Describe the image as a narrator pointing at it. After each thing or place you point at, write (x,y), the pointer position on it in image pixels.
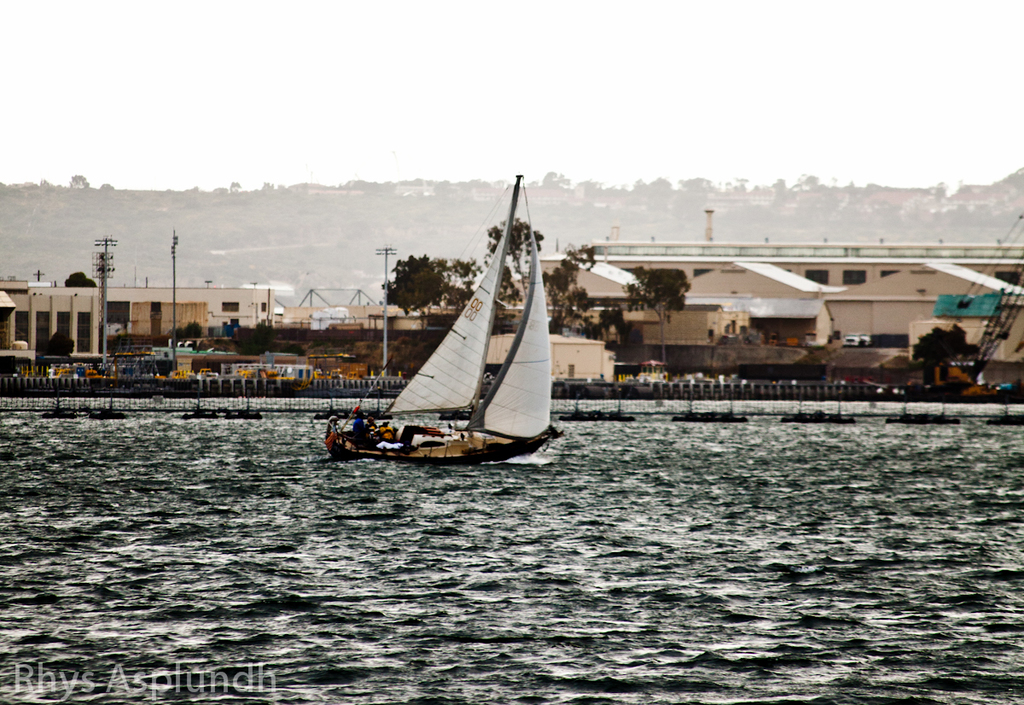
There is a boat (537,381) on the water (502,531). Here we can see a fence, poles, trees (399,303), and buildings (758,278). In the background (185,157) there is sky (563,127).
